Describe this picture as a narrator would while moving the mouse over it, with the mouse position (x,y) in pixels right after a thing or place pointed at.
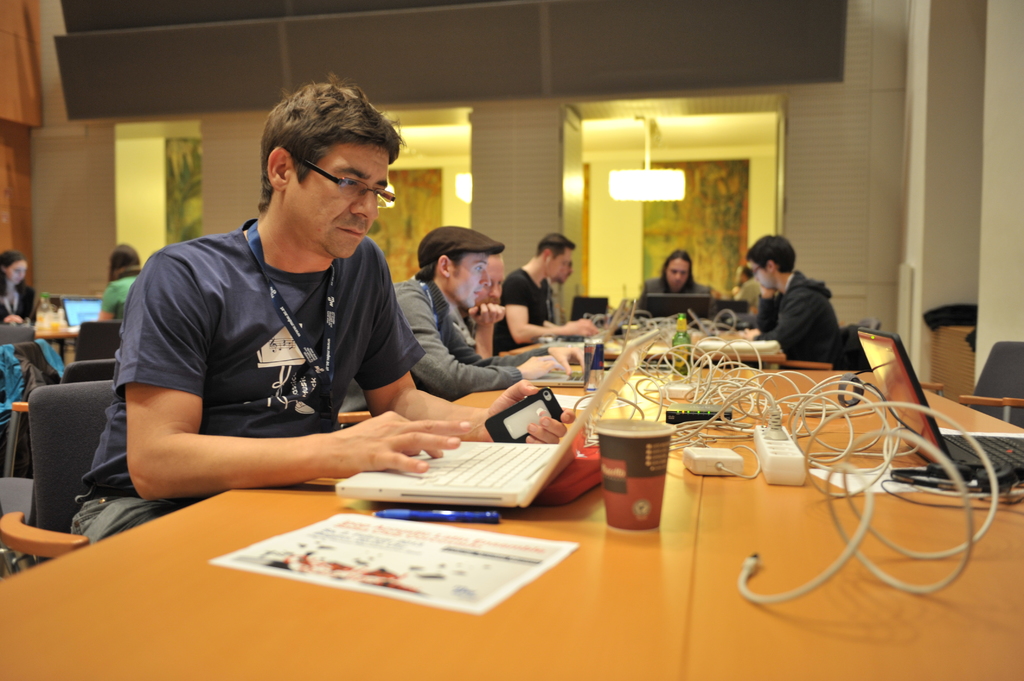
In this picture there is a man (279,325) wearing an id card (279,316), sitting in the chair (74,466) in front of a table (529,617). On the table (399,611), there is a laptop (438,497), paper (400,522), pen (464,518), cups (646,509) and some wires (733,416) here. There are some people (456,323) sitting in the background (484,317) in the chairs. We can observe a light (630,199) and pillars (546,191) here along with a wall (642,221).
